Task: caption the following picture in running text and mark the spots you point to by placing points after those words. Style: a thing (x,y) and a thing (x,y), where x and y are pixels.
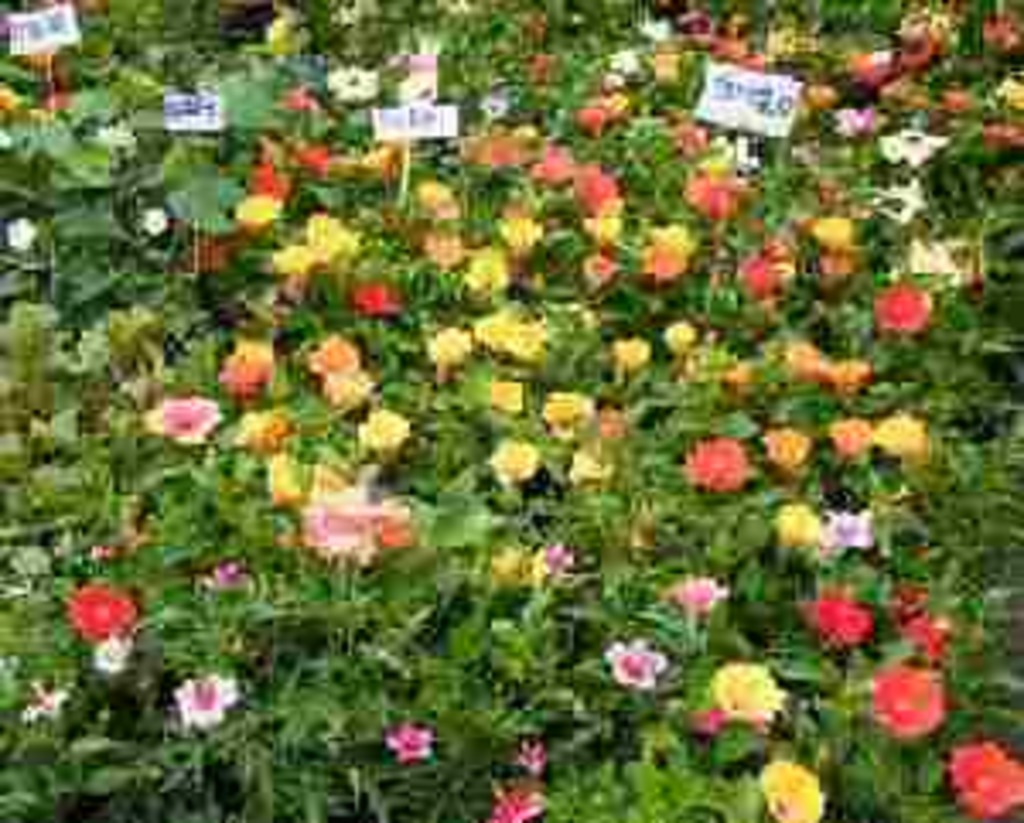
It is a blur image, it looks like there is a beautiful flower garden (571,138) with different colors of flowers (438,210).
